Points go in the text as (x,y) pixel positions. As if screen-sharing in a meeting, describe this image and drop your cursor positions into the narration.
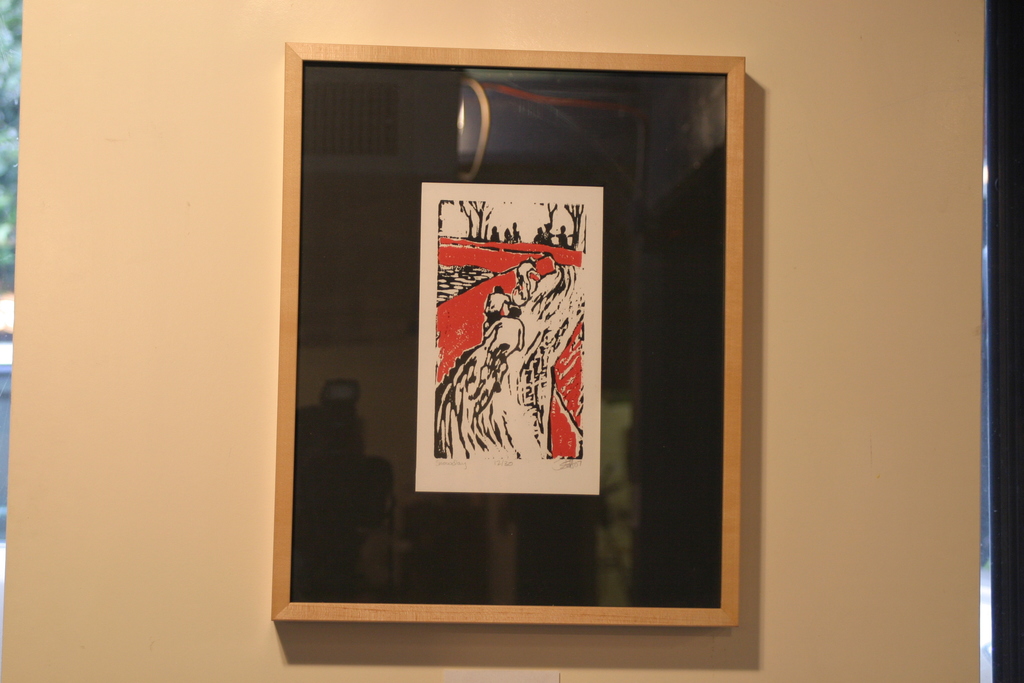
In this image I can see a sketch (531,371) on a paper (535,348), two persons (520,294) are on a path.
